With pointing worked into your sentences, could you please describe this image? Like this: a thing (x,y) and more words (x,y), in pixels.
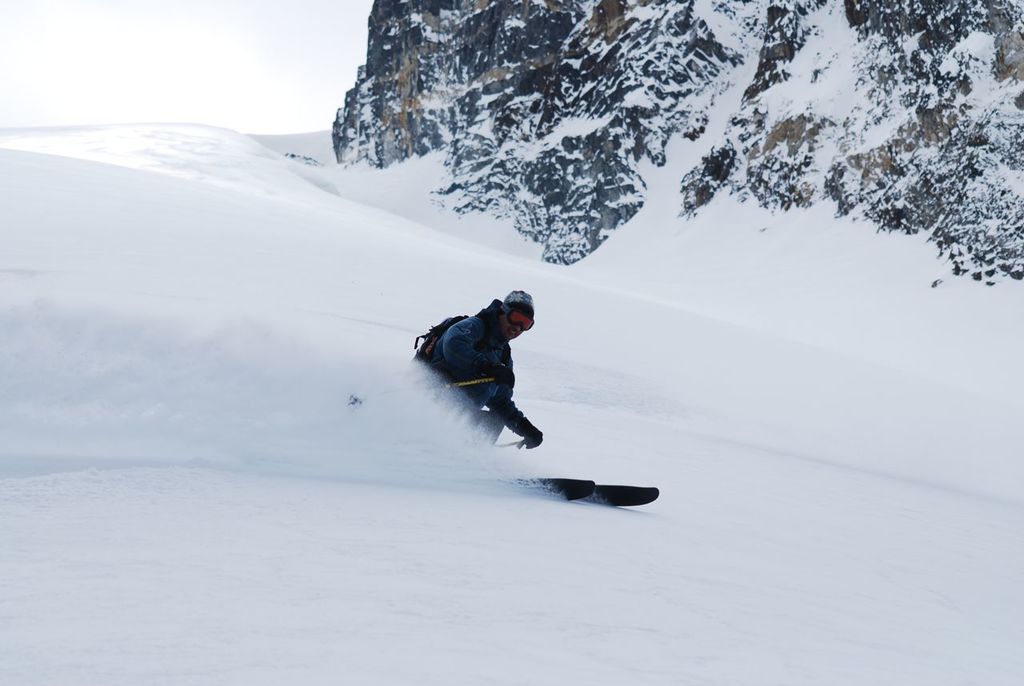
In the picture we can see a snow surface (540,490) on it, we can see a person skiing on the skis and behind him we can see rocks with some snow (725,258) to it.
